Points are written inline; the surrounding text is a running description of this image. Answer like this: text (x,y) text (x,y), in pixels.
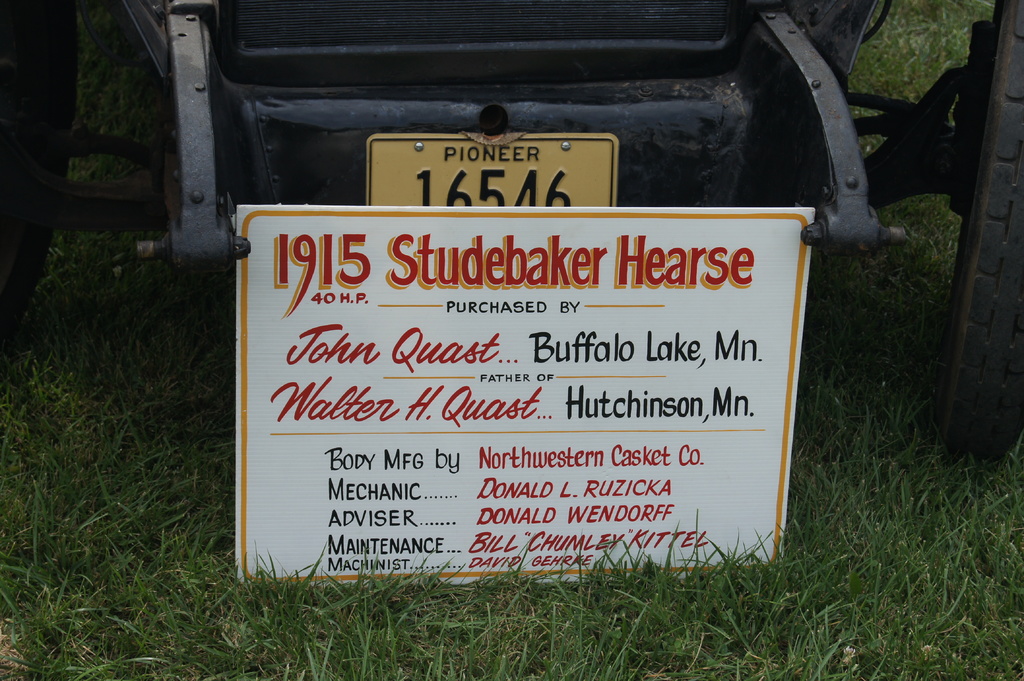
In the center of the image (442,251), we can see a vehicle (662,81) and there is a number plate (476,170) and we can see a board (385,333) on the ground (289,579).
